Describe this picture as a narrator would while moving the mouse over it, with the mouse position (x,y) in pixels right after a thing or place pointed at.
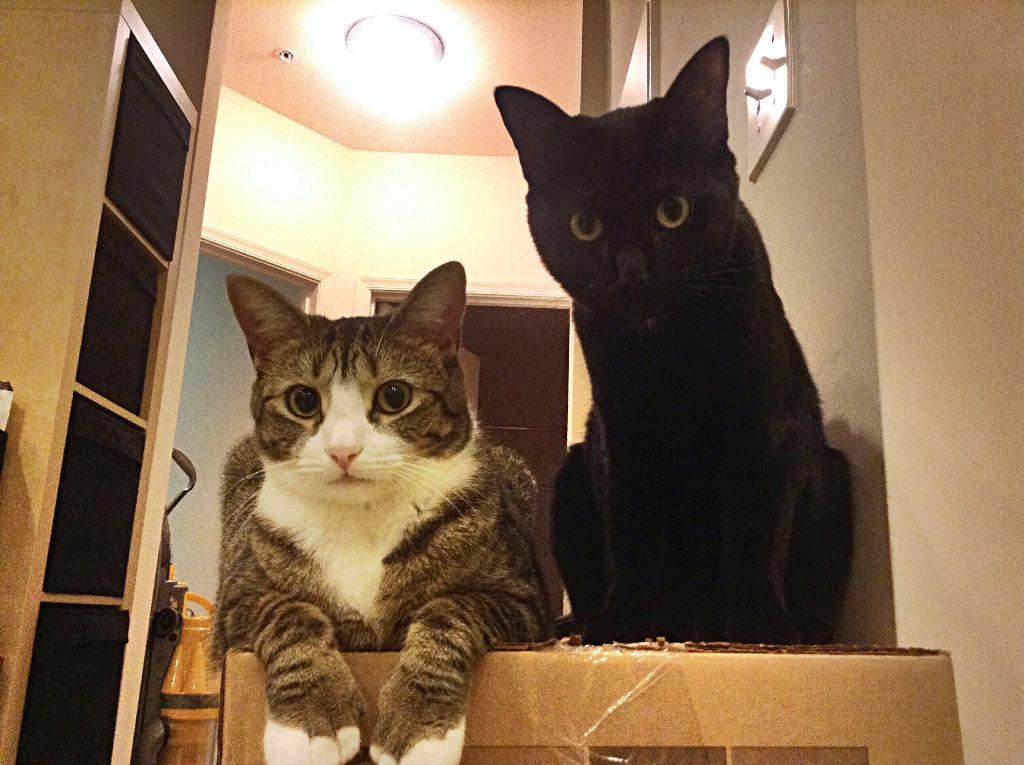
In the picture we can see a cardboard box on it, we can see two cats (713,473) are sitting one is black in color and one is a striped cat (284,305) with some part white in color and besides it, we can see a wooden rack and behind we can see a wall (509,273) with two exits (519,316) and a light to the ceiling (466,132).
